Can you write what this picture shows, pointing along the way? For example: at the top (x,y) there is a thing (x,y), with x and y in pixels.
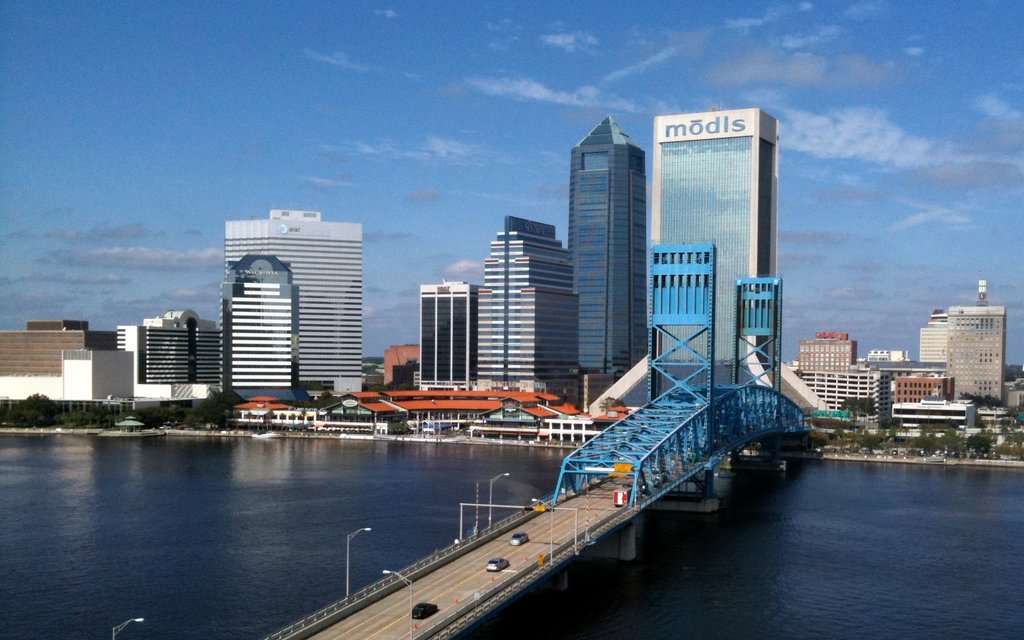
In this image we can see buildings (529,307), bridge (694,406) over the river (778,535), motor vehicles (520,544) on the road (500,550), street lights (393,574), street poles (476,482), trees (925,444) and sky (368,222) with clouds (429,161).
